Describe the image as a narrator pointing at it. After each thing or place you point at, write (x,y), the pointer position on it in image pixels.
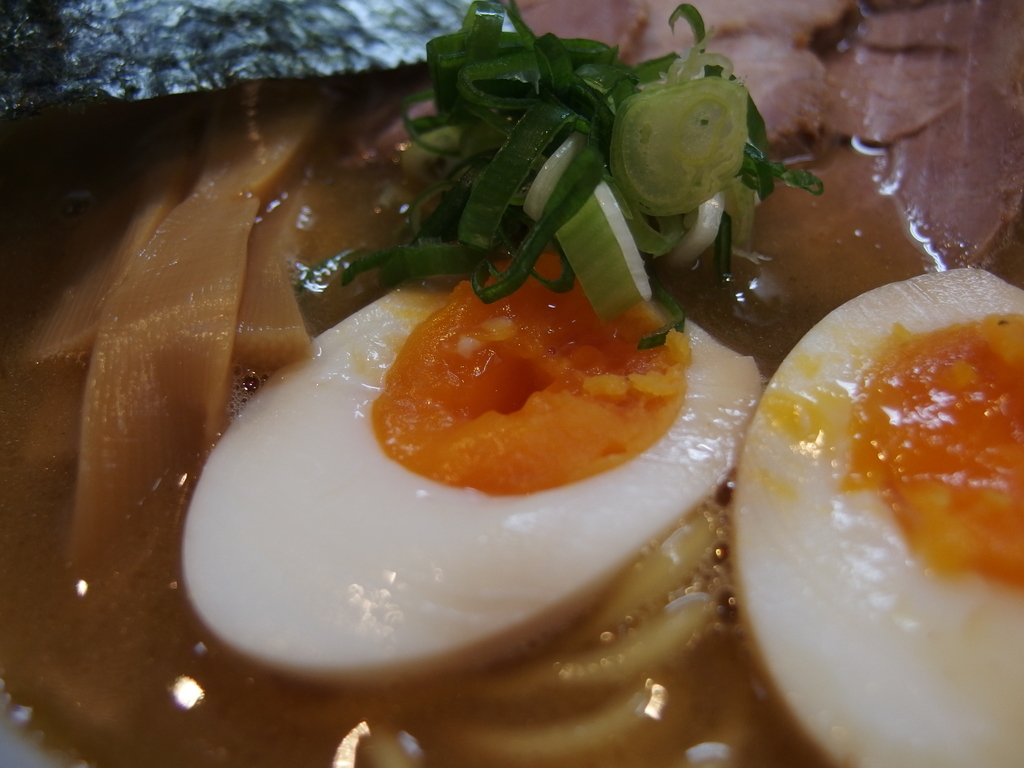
This is a zoomed in picture. In the center (454,497) we can see the boiled egg (823,490) and we can see some food items (955,143).
